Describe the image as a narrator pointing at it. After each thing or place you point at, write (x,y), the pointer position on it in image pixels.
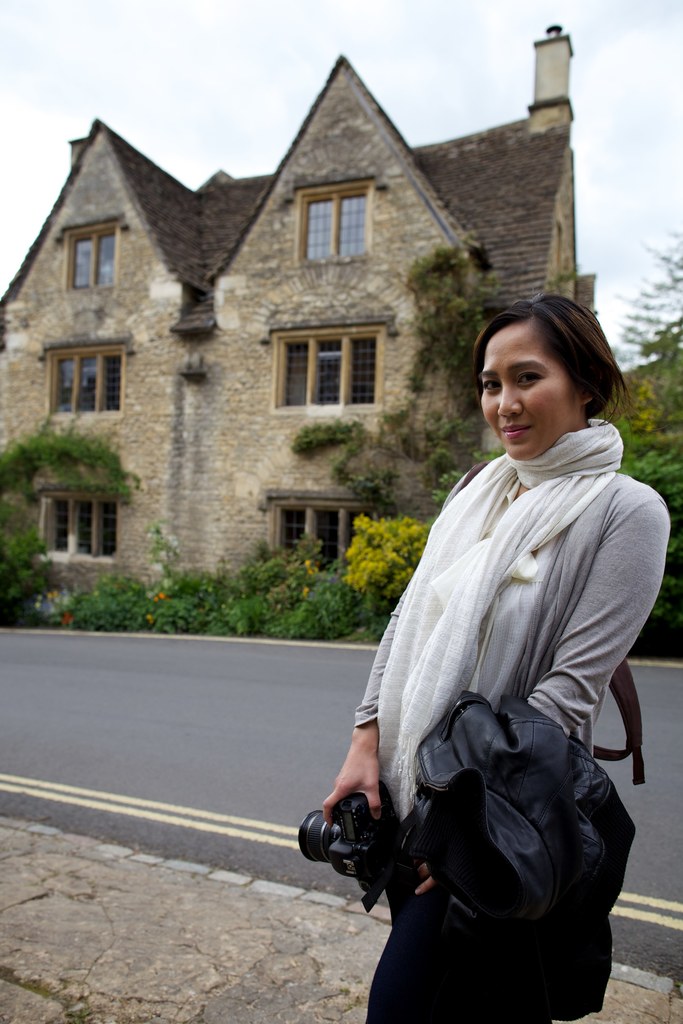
In the picture we can see a woman (509,376) standing on the path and holding some clothes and camera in her hand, and she is smiling, in background (448,406) we can see a road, house (296,383) and plants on it, and we can also see a sky (242,115).
